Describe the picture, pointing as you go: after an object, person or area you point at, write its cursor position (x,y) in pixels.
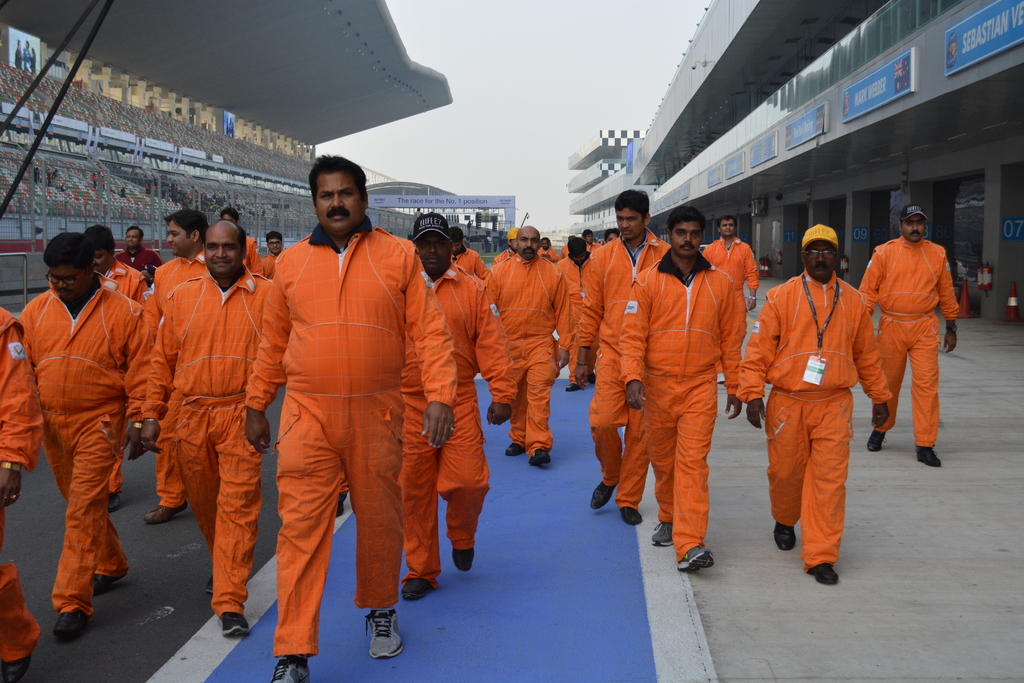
This picture is clicked outside. In the foreground (555,300) we can see the group of people (469,313) wearing costumes (102,408) and walking on the ground (960,505). On both the sides we can see the buildings (256,120). On the left (151,189) we can see the group of people (63,185) and the depictions of people (24,54) on the objects (20,36) which seems to be the digital screens (229,114). In the background (526,15) we can see the sky (516,59), buildings (591,192) and the text (446,200) on an object (489,207) and we can see some other items (490,238). On the right (1011,297) we can see the safety cones (960,314) and the fire extinguishers (981,282) and the text (811,123) on the boards (891,70).
